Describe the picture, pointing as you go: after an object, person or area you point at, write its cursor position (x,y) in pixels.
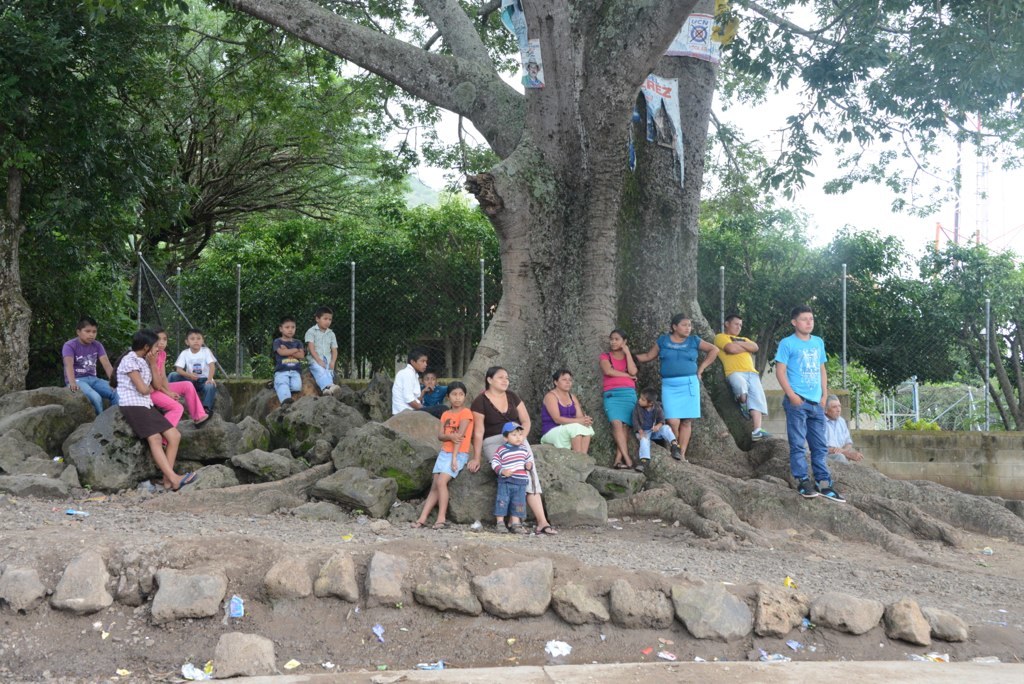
There is a huge tree (605,74) and under the tree (506,307) few people (206,369) were standing and sitting on the rocks (279,430), around them there is a thicket (305,149).
